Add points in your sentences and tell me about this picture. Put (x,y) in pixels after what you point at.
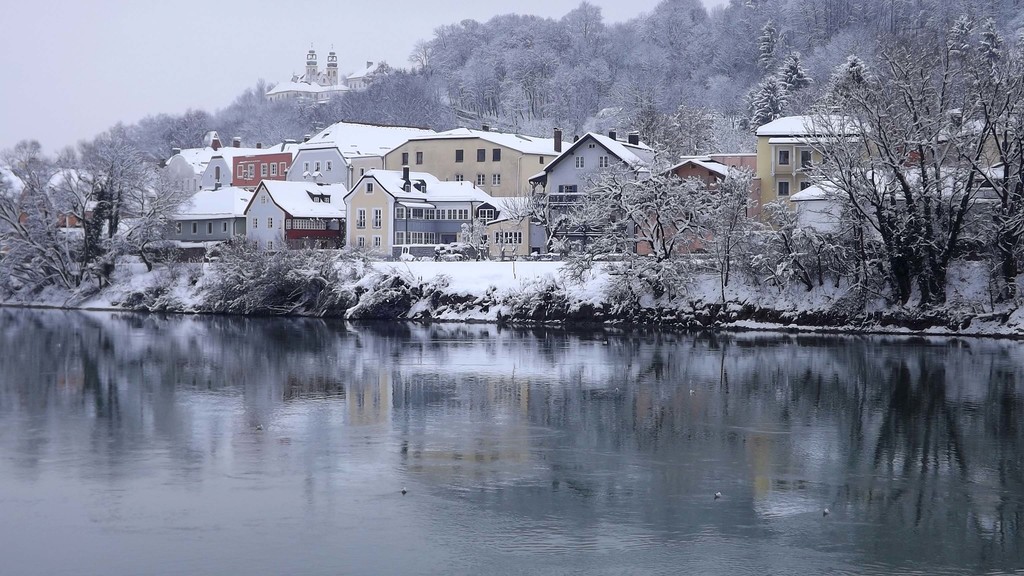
At the bottom of the image (306,468) there is water (660,419). In the background of the image (649,157) there are houses (403,153), trees (508,63) with snow (348,122). There is sky (146,19) at the top of the image (166,35).
